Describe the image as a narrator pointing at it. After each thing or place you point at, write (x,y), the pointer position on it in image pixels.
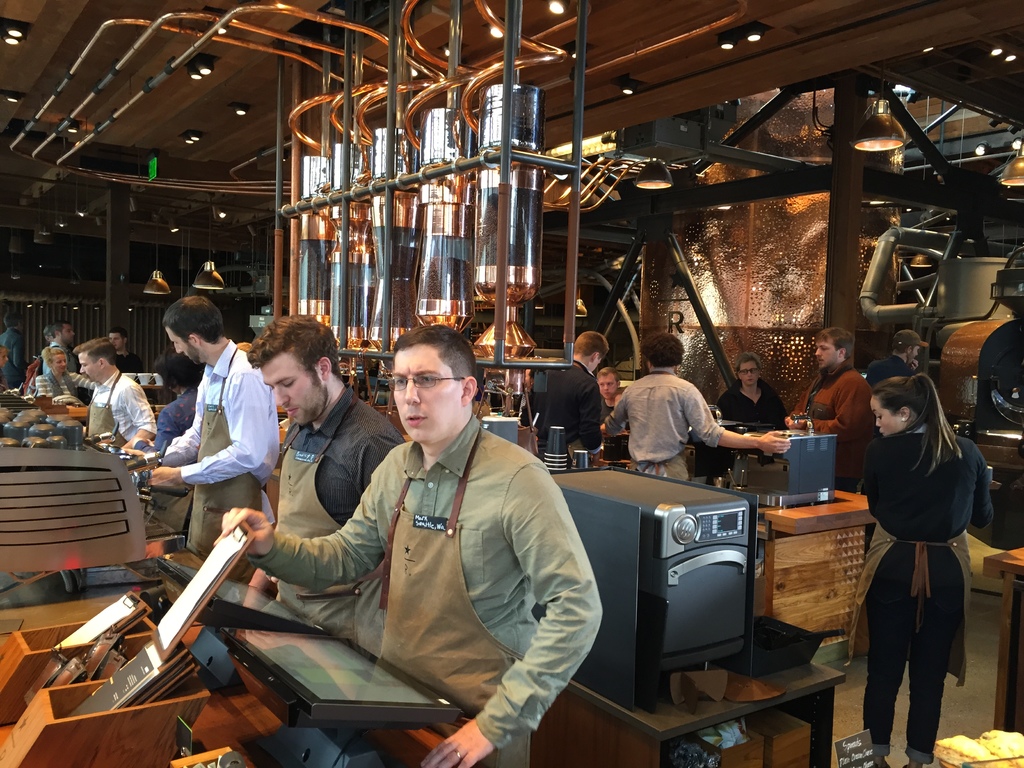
In the center of the image (445,419) we can see a few people (921,552) are standing and few people (660,433) are holding some objects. Around them, we can see tables (416,757). On the tables (575,685), we can see, baskets (68,689), monitors (319,649), machines (702,652), glasses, bottles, planks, papers (164,673) and a few other objects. In the bottom right side (1007,739), we can see some pastries (976,764). In the background (765,283) we can see lights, poles (388,274), pipes (370,279), banners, one machine (452,296) and a few other objects (338,328).
